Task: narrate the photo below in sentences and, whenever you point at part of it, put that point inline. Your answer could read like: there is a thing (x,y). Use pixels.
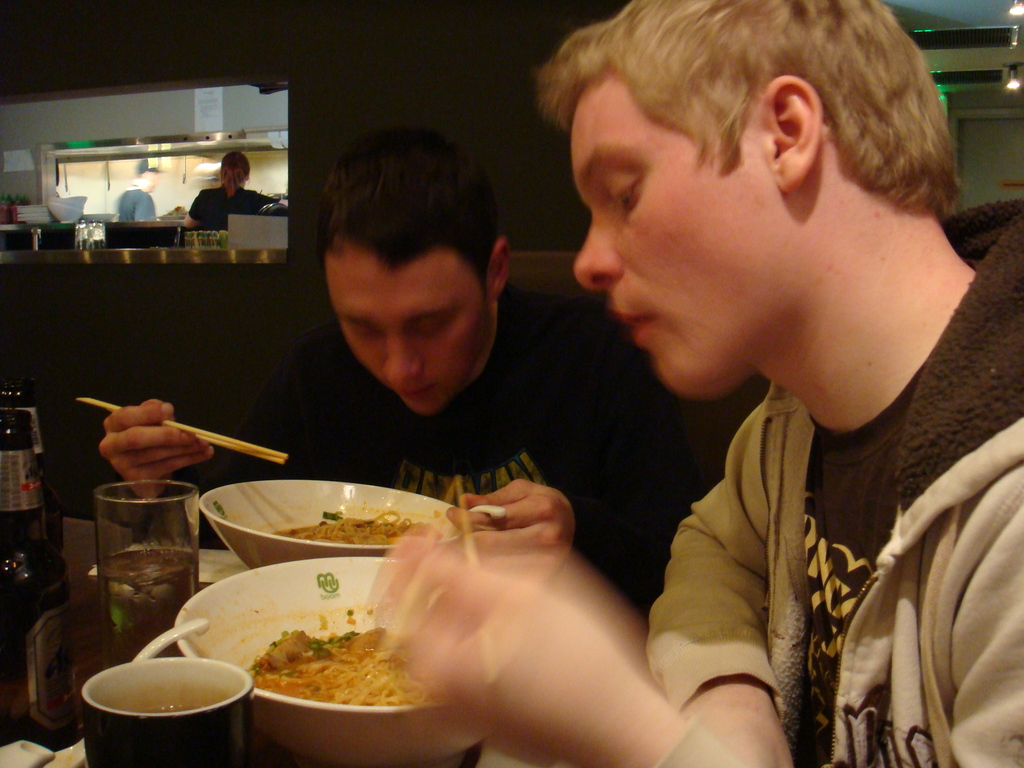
There are two persons (633,277) sitting and eating the noodles (368,669) which are in the bowls (309,600). These bowls (341,616) are on the table (84,659). There are glasses (144,518), bottles (19,504), and other items (43,766) on this table (96,608) too. In the background (245,203), there is man (152,208) standing, person (209,205) standing, and other items (58,219) on the wall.
